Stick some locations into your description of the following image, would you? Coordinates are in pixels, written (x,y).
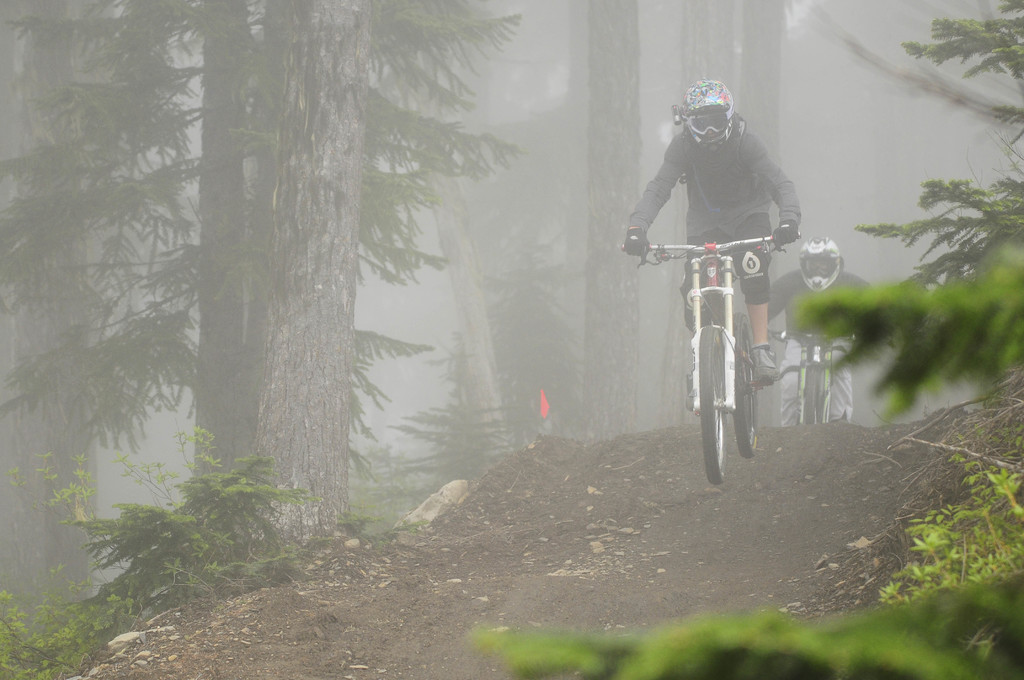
In this image we can see people (760,355) riding bicycles (786,370) and there are trees (522,297). At the bottom (215,591) there are plants (171,559).
